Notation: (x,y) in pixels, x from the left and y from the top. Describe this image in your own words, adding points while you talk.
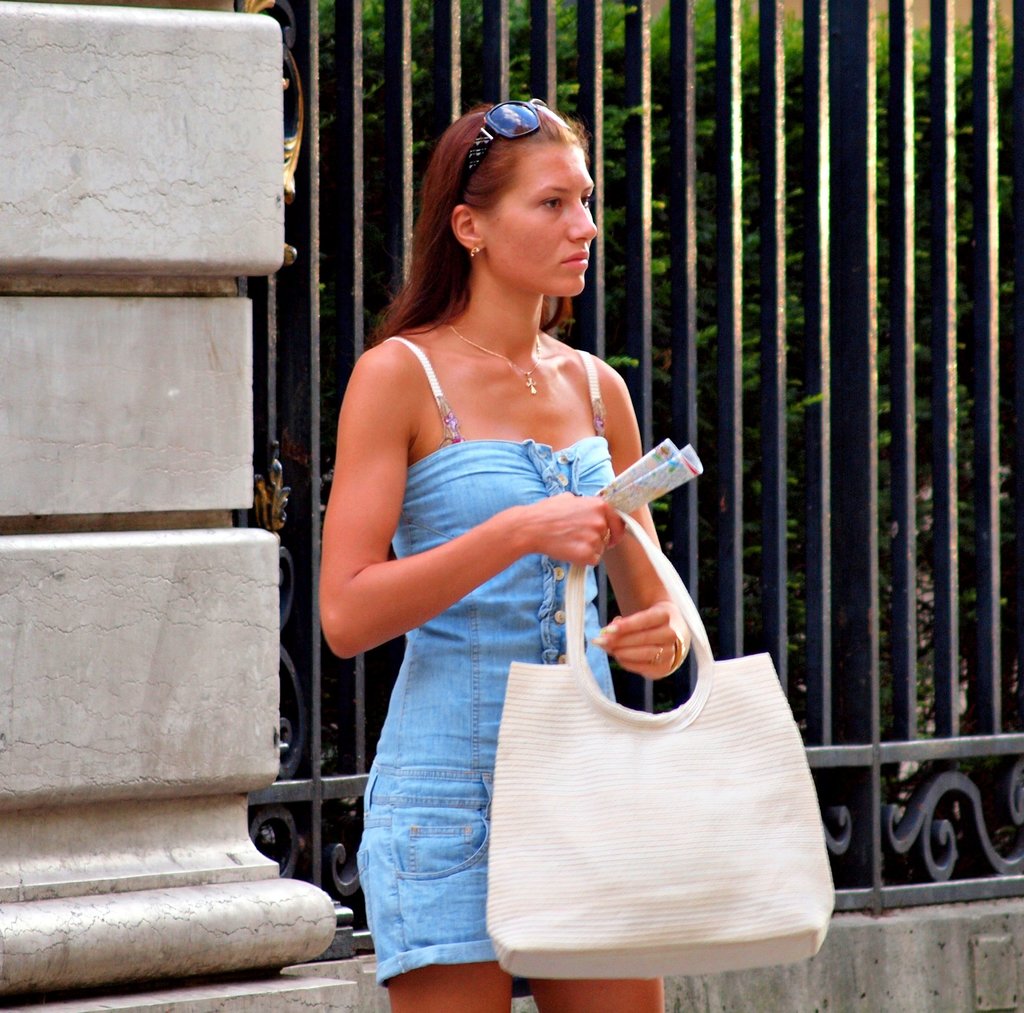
Here we can see a woman (395,955) standing in the center (380,639). She is holding a handbag (673,852) in her hand (570,504). In the background (818,609) we can see a metal fence (903,147) and a tree (879,264).
